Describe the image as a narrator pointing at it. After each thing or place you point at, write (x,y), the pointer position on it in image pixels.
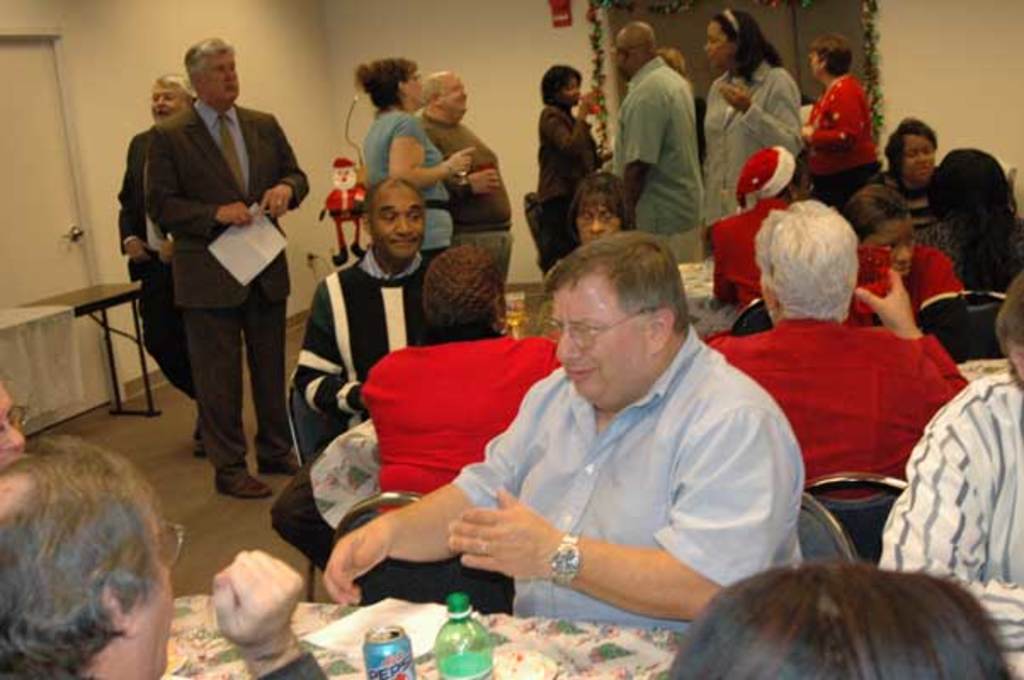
In the picture we can see some people (911,523) sitting on the chairs (850,530) near the tables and on the table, we can see some bottle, tin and paper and in the background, we can see some people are standing and in the wall (128,89) we can see a door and a table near it.
